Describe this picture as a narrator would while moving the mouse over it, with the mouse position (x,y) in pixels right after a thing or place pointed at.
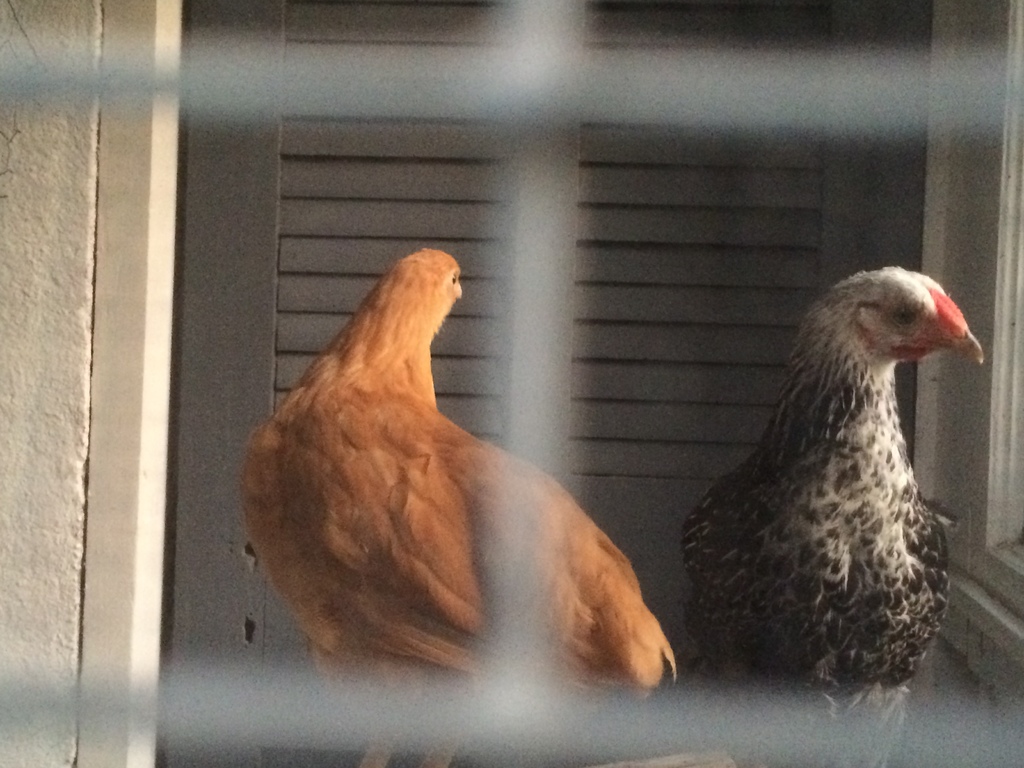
The picture consists of two hens (439,510) in a cage (629,79). In the background (312,251) there is door (431,198). On the left (42,443) it is wall (67,348).
